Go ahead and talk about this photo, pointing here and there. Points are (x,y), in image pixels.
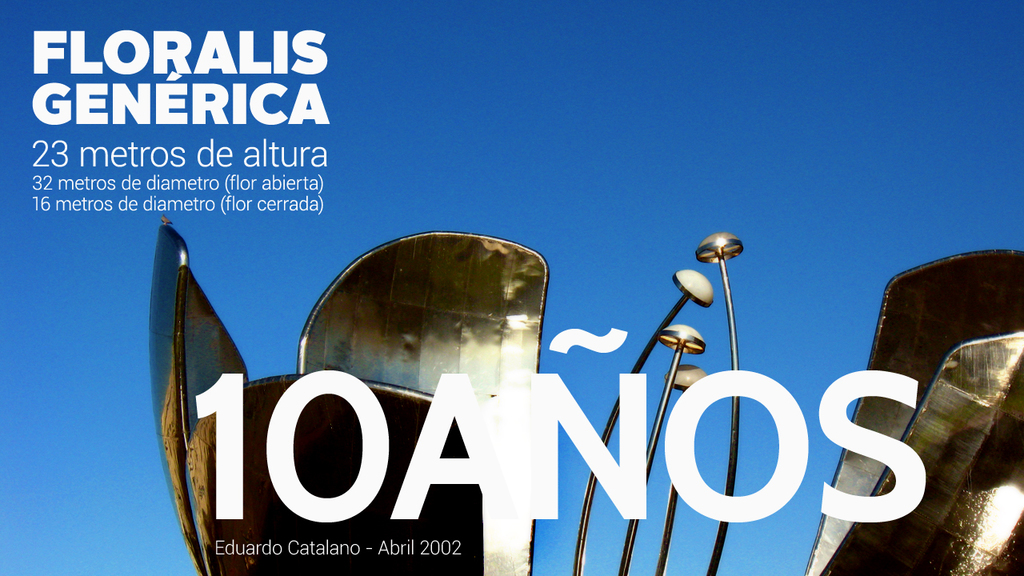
This looks like a poster (355,251). I think this is a metal object (507,260), which looks like a flower (447,348). I can see the letters (180,62) and numbers (284,451) on the poster (303,423). The background (437,39) looks blue in color.
